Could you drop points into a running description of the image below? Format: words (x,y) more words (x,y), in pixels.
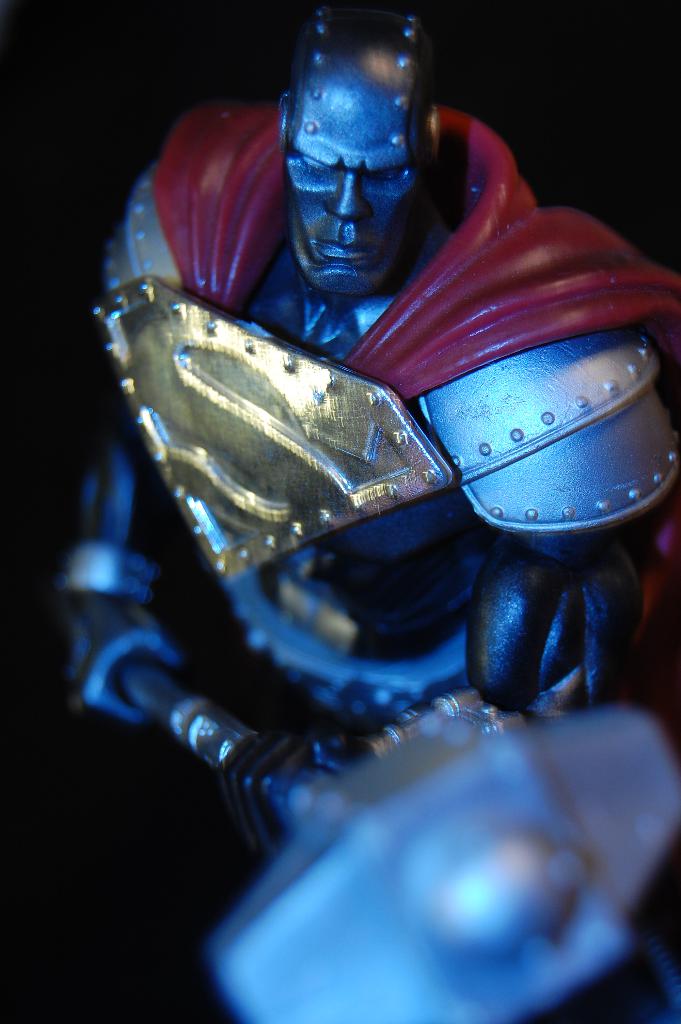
There is a toy (307,777) holding a hammer (425,766) is present as we can see in the middle of this image (453,497).
